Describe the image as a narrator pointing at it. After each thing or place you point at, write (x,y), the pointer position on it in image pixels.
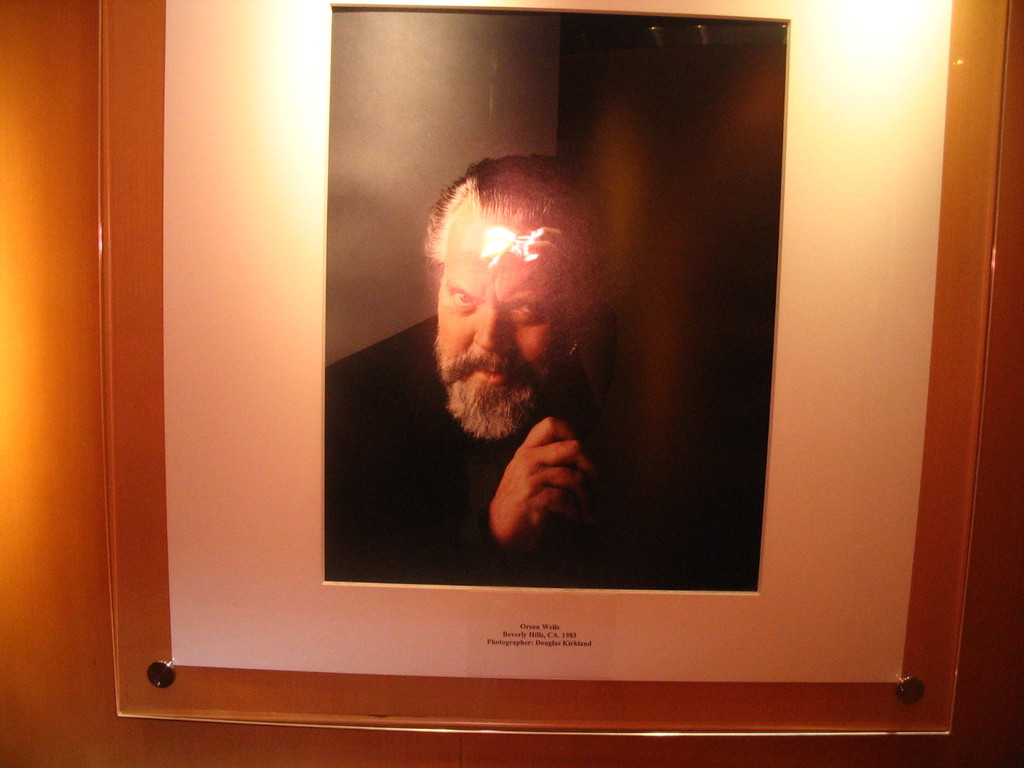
In this image we can see one glass photo frame (394,544) with a person photo (443,516) and text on the bottom of the frame (514,663) attached to the wall (68,36).
